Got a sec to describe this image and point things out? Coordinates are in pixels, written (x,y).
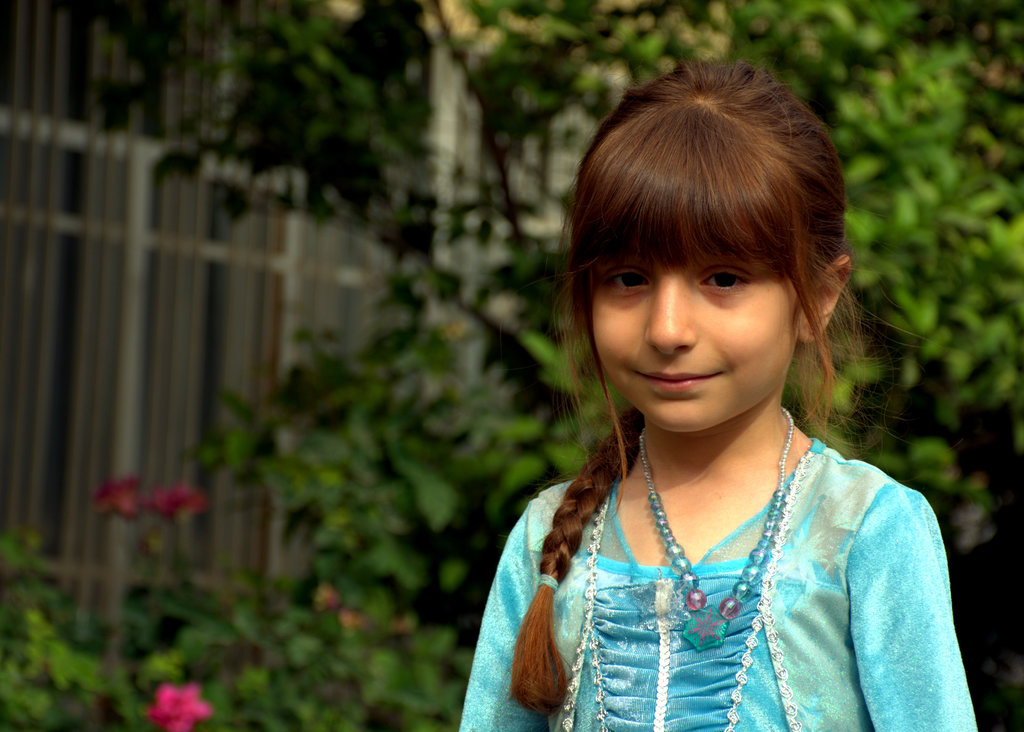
In this image we can see a girl (660,517) and she is smiling. In the background (296,722) we can see plants (44,731), flowers (173,709), wall (195,468), and trees (301,29).
